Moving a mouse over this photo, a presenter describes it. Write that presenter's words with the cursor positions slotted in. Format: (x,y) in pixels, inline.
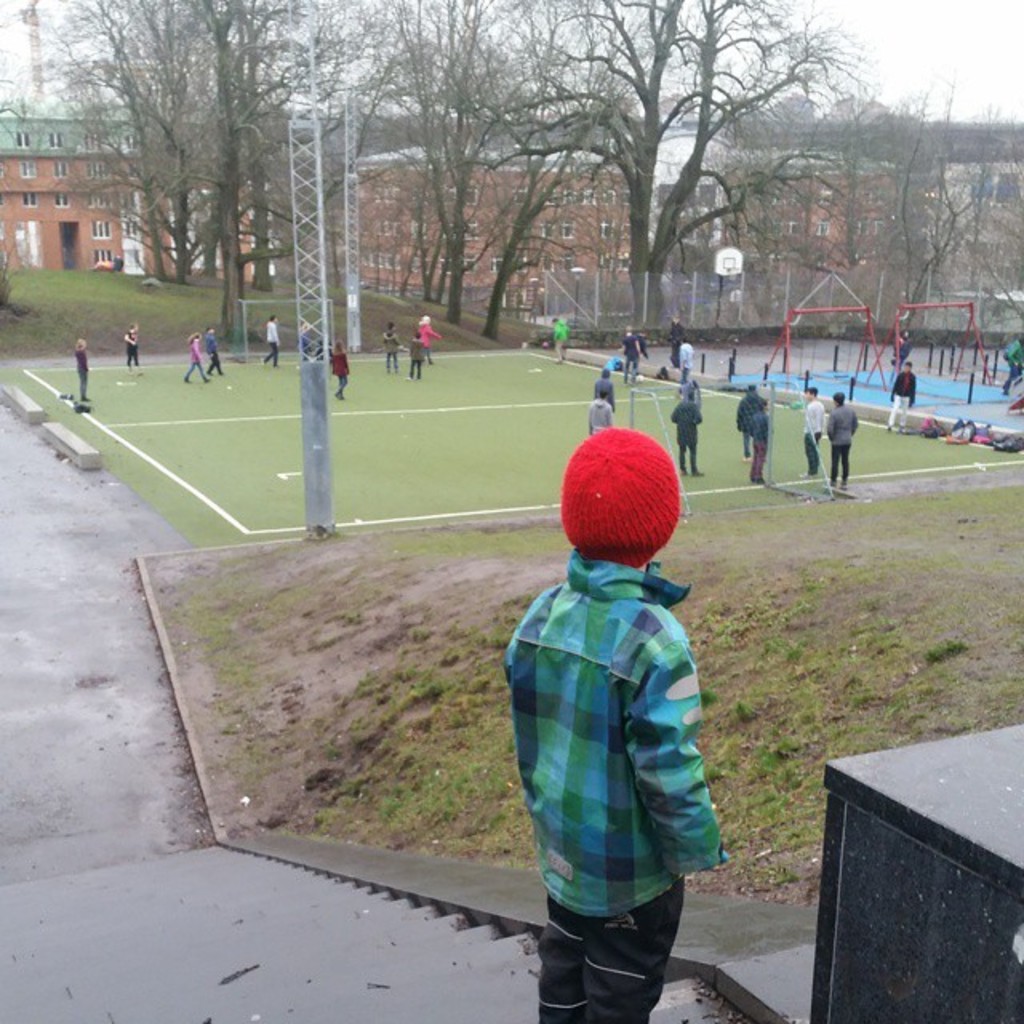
In the image I can see a person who is wearing red cap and around there are some buildings (485,300), trees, poles (579,302) and other people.
